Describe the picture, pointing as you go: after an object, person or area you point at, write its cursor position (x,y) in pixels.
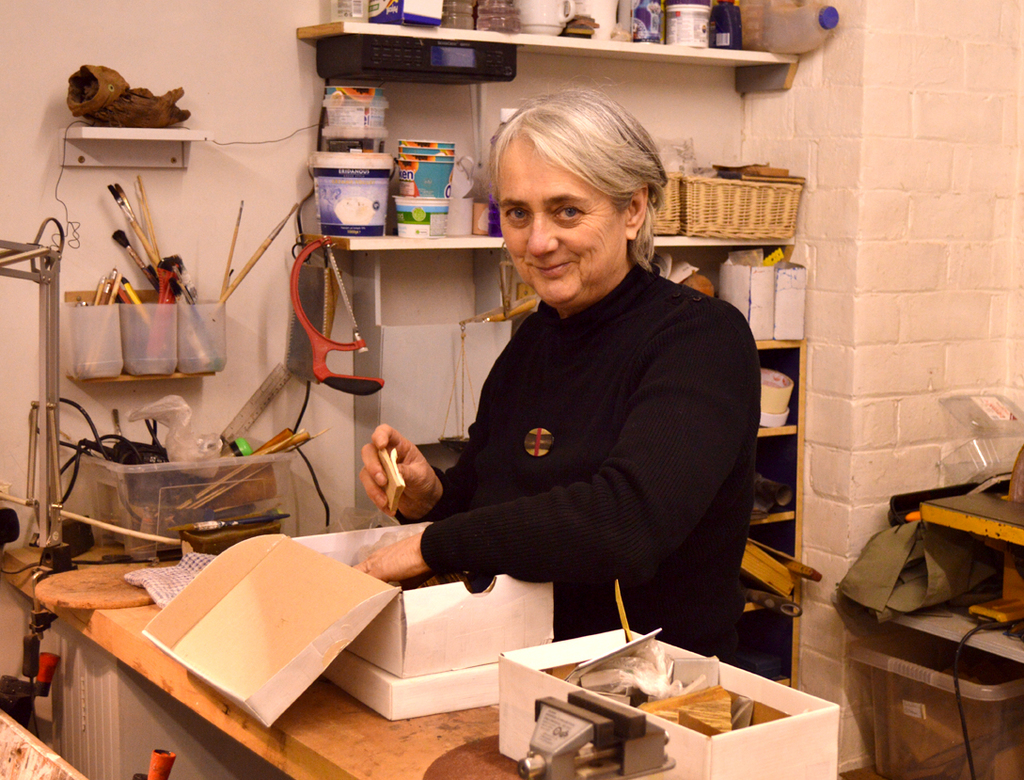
In this picture we can observe a woman (559,276) smiling. She is wearing black color dress (590,417). She is standing in front of a desk (224,702) on which three boxes (360,624) are placed. In the background (217,307) there are some accessories (172,432). We can observe a shelf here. On the right side (852,171) there is a wall (867,299) which is in white color.
